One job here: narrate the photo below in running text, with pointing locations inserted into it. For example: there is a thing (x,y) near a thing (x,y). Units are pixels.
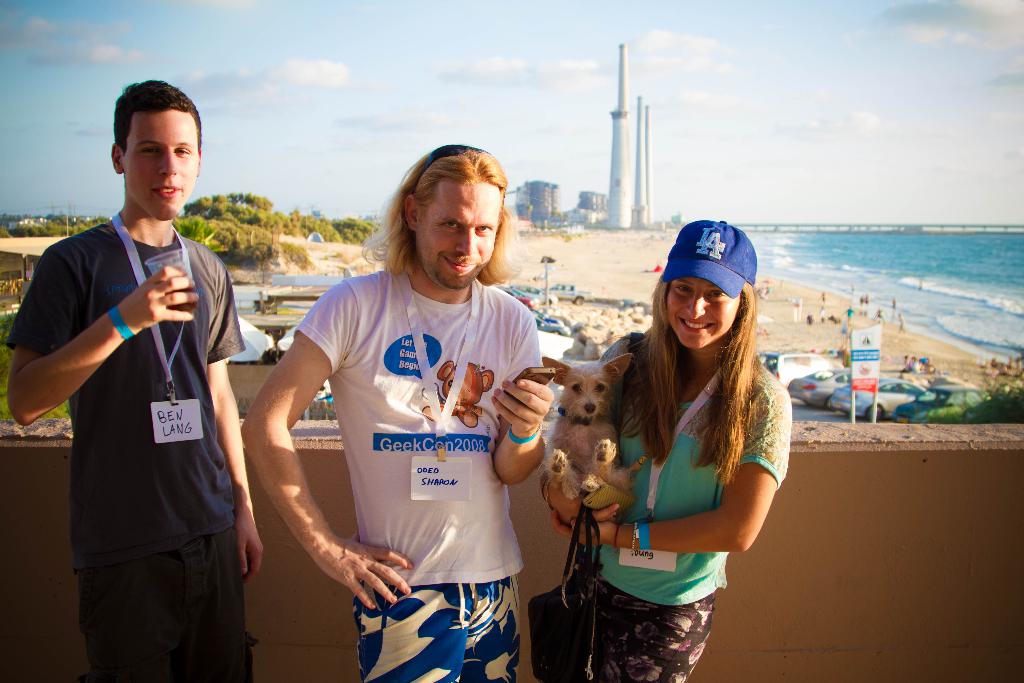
In the image we can see two men (407,437) and a woman (672,516) standing, wearing clothes (633,519), identity card (653,567) and they are smiling. The woman (698,326) is wearing cap (714,266) and carrying a dog (574,458). The middle man (407,457) is holding a device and the left side man (147,370) is holding a glass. We can even see there are vehicles (839,374) and trees (268,209). There are even other people (825,296) wearing clothes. Here we can see the bridge (843,228), the sea (809,263), the tower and the cloudy sky (313,114).
